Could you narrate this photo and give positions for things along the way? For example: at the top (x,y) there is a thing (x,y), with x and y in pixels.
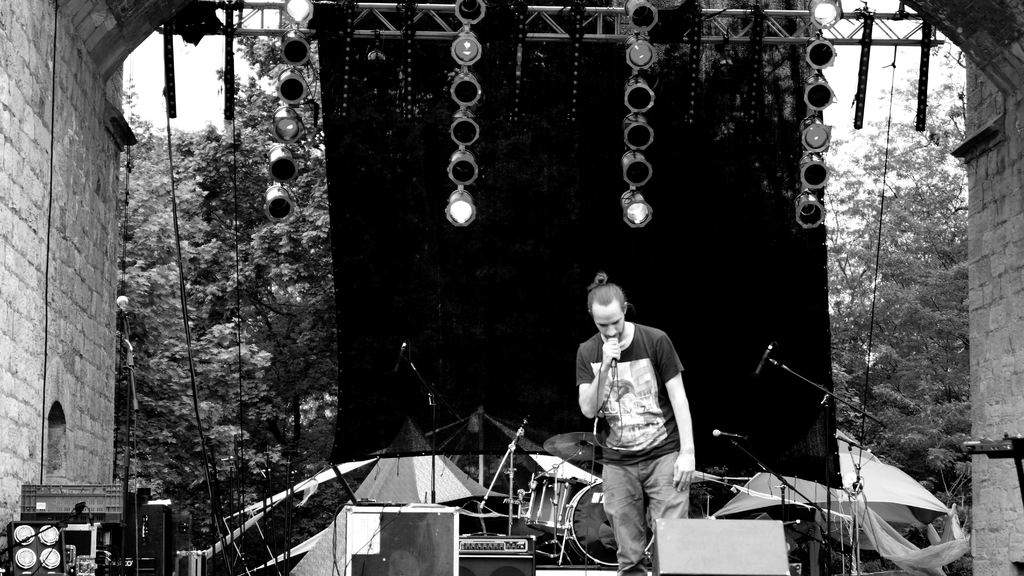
In the center of the image (595,370) we can see a man (630,367) standing and holding a mic (614,366). At the bottom (449,542) there are speakers (769,553) and we can see mics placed on the stands (818,387). In the background (540,530) there is a drum set (549,515), cloth (478,301), trees (288,261) and lights (463,195) and we can see a wall (86,245). At the top (180,66) there is sky (195,56).
